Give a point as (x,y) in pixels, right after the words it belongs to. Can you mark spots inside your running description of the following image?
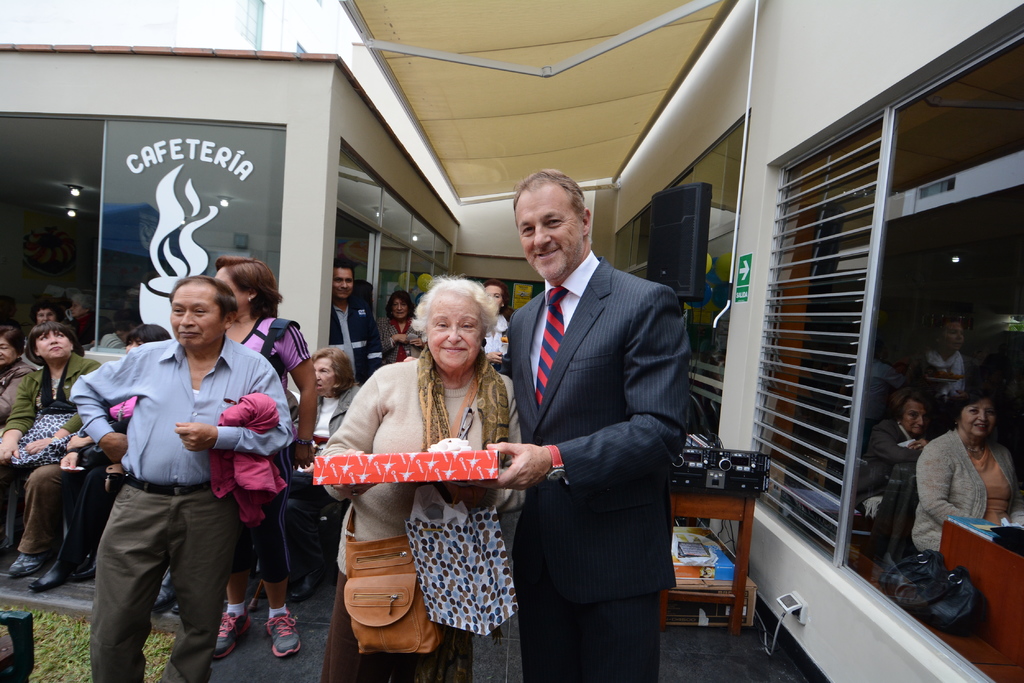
In this image we can see a group of people (100,437). Here we can see a few of them are sitting on the chairs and a few of them are standing on the floor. Here we can see a man (596,431) on the right side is wearing a suit (630,349) and a tie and looks like he is presenting a gift (443,457) to a woman (438,425) who is on the left side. Here we can see an audio device (738,460) on the wooden table (736,499) on the right side (723,466). Here we can see a speaker (670,218) on the wall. Here we can see the glass windows (879,318) and metal window blinds (842,333).
